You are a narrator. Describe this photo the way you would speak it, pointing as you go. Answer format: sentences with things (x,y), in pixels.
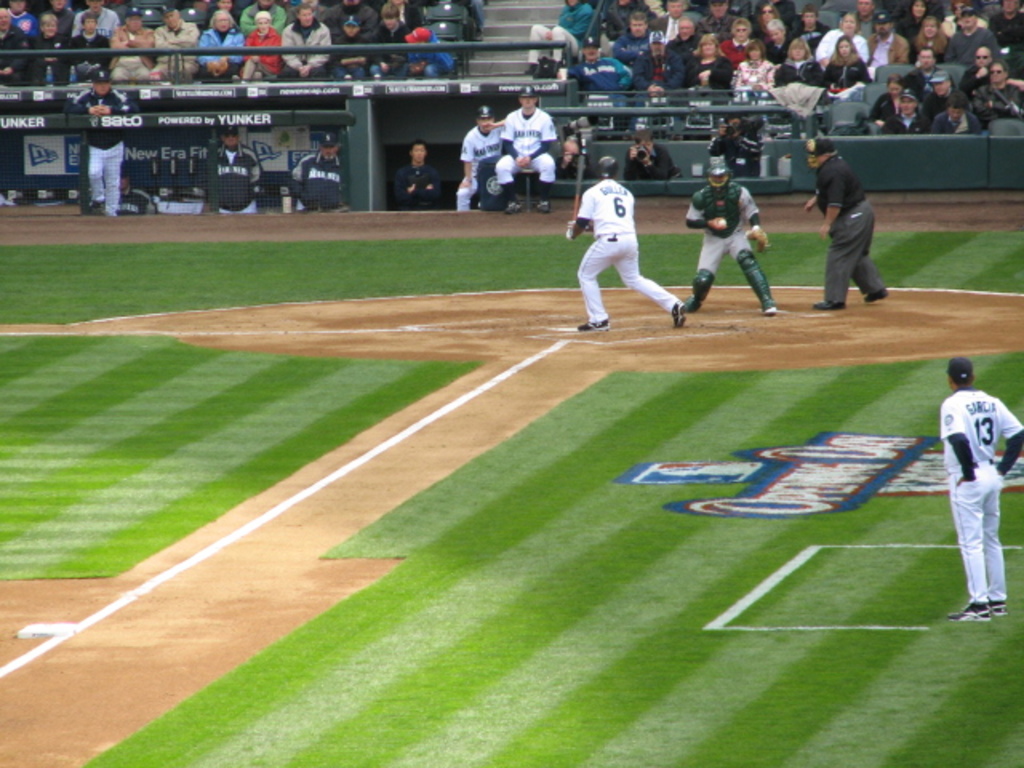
In this picture I can see spectators (758,52) in the background (623,81). I can see sportspersons (633,267). I can see the ground (417,547).
